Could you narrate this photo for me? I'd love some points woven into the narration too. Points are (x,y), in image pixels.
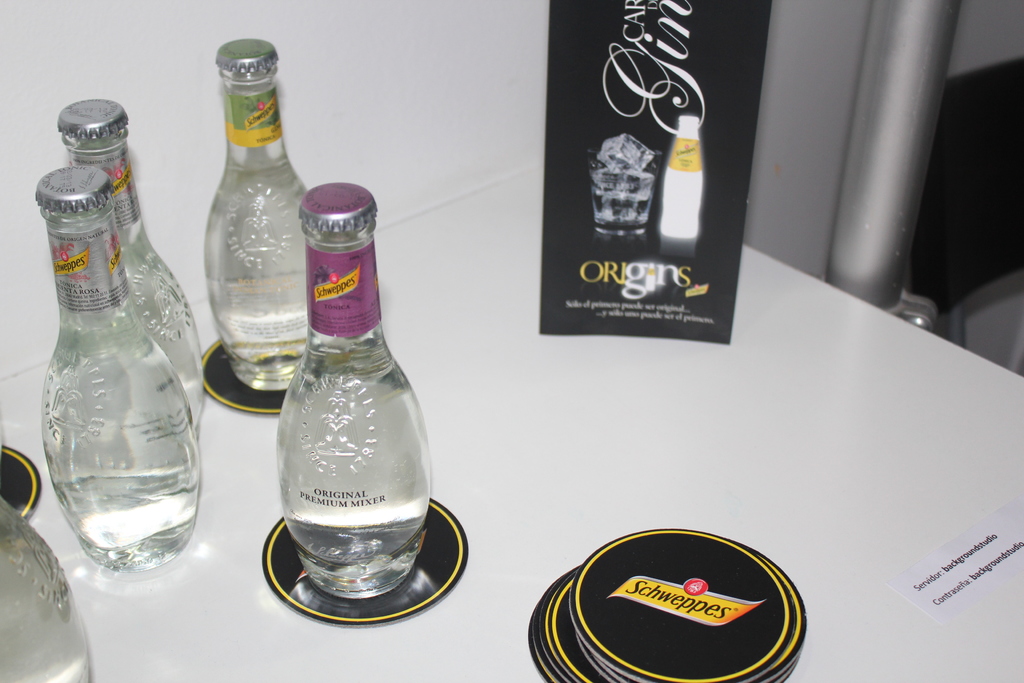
These are the Bottles (194,369) with some liquids (404,482) in it. In the right (684,11) there is a name origin (674,69) with pictures (685,225) in it.
